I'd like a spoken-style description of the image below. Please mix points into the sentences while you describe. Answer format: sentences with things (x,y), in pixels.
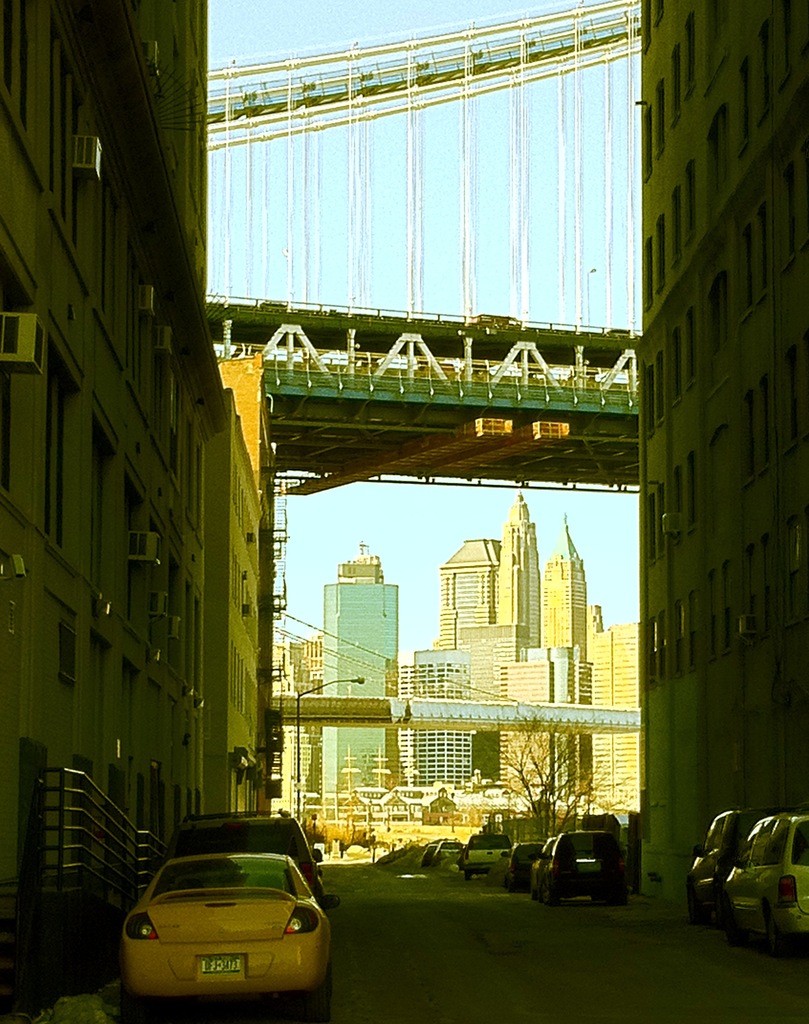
This picture is clicked in the city (517,802). On either side of the road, we see the buildings (710,693) and the cars (240,892) parked on the road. On the left side (97,791), we see the staircase (66,906) and the stair railing (58,851). There are trees (320,831), buildings (478,801), street lights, cars (537,890) and a bridge (455,721) in the background (499,703). At the top (407,191), we see the bridge (468,276) and the sky (501,260).
